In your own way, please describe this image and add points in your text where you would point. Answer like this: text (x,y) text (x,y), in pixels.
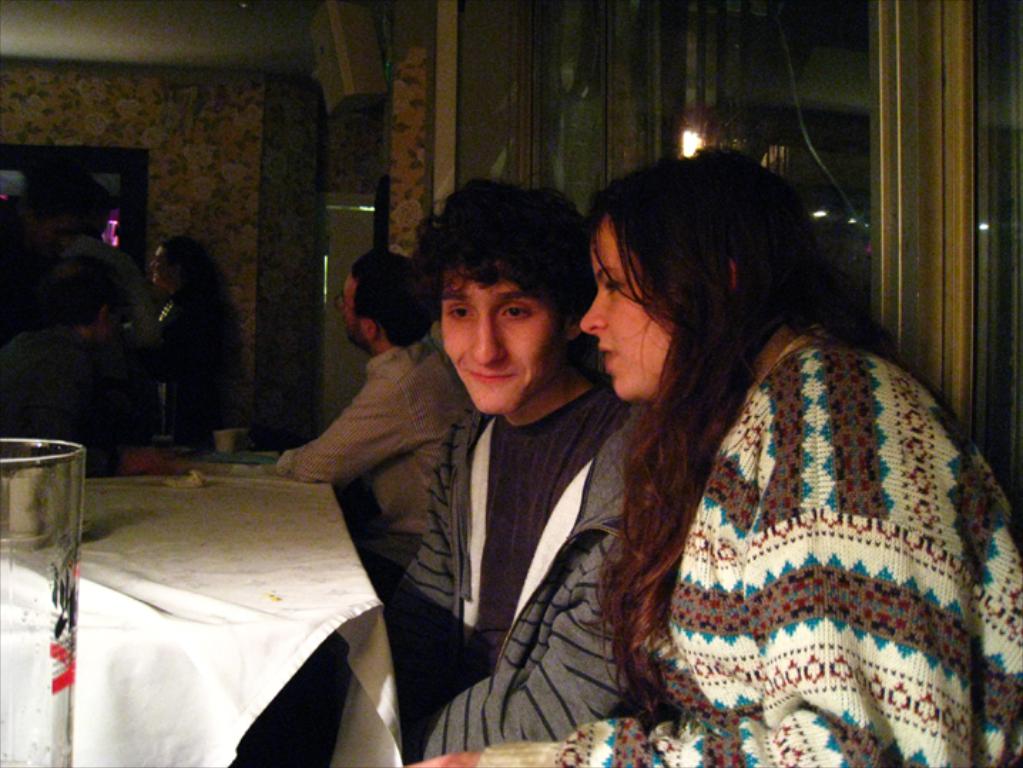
Here we can see two persons (566,377) are sitting on the chair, and here is the glass (71,526) on the table (95,506), and at side here are the group of people (48,312) standing, and here is the wall (250,122).
